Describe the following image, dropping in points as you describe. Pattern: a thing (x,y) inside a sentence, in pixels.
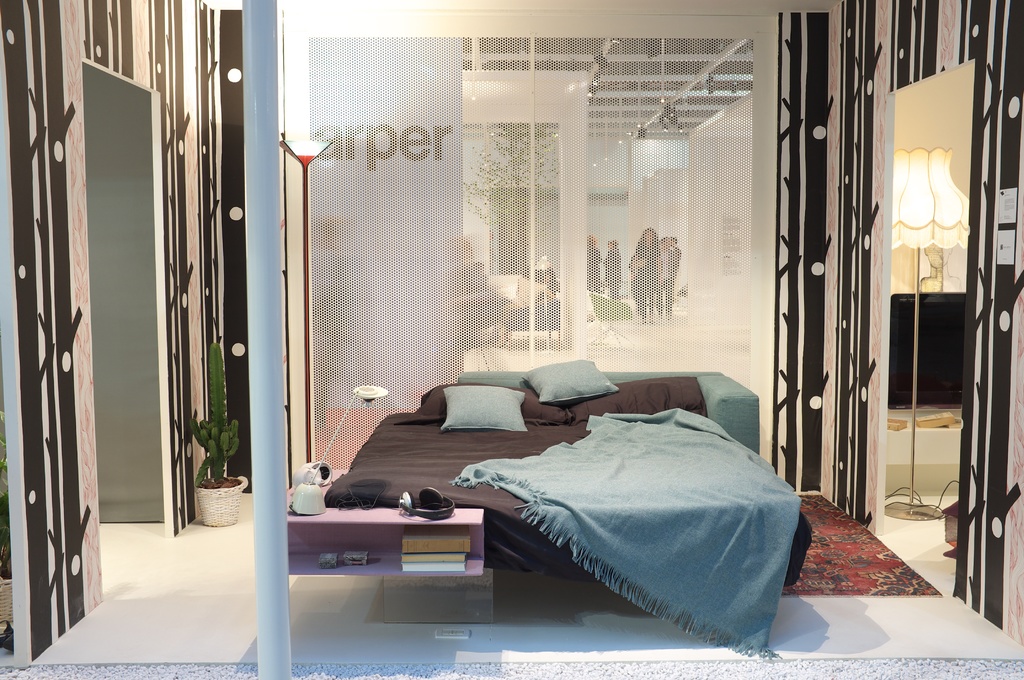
In this picture we can see a bed (486,514) and on the bed (598,476) there is a bed sheet (429,447) and pillows (582,369). On the left side of the bed (348,494) there is a house plant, wall (322,447) and other items (311,490). On the right side of the bed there is a lamp (894,509) and cables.
